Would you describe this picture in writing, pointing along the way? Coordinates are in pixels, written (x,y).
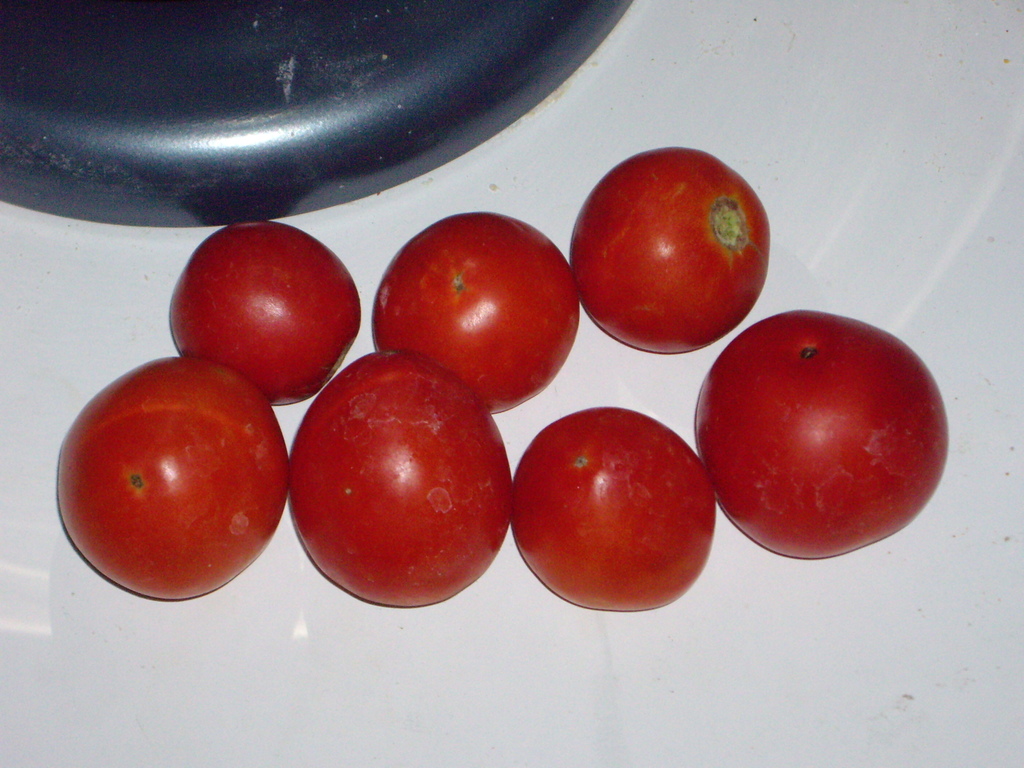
In the foreground of this image (568,375), there are seven tomatoes (569,590) on a white surface (395,695) and there seems to be a black colored object (217,110) on the top (202,163).
